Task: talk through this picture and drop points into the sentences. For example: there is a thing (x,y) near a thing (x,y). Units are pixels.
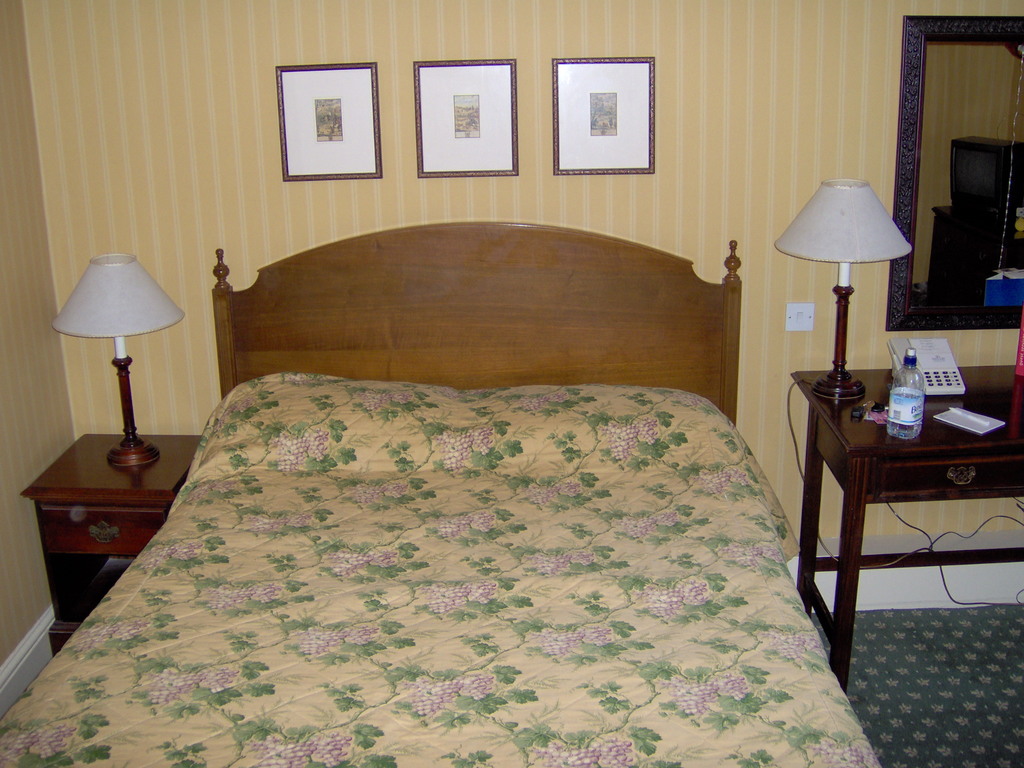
In this image I can see a bed (540,501) which is cream, pink and green in color on a cot (484,385) which is brown in color. I can see a table (842,473) and on the table (852,452) I can see a lamp (860,251), a bottle (902,417), a telephone (929,387) and in the background (803,140) I can see the cream colored wall (785,133) to which I can see three photo frames (461,121) attached and the mirror (936,193) and I can see the green colored floor (958,679).
